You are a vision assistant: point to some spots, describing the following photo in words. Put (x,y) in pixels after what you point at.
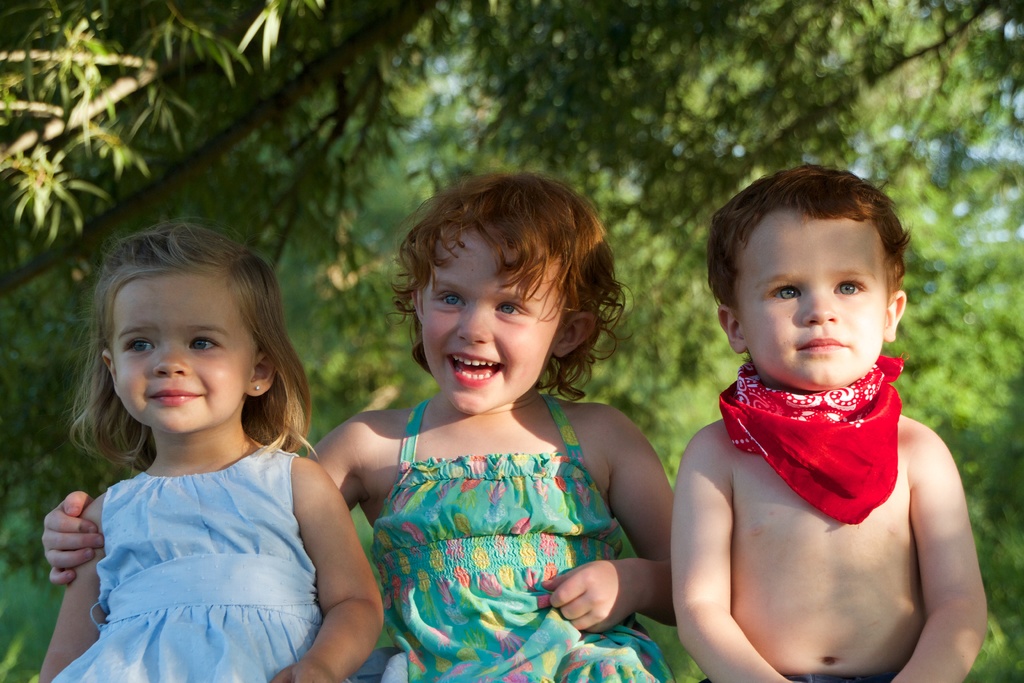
In this image there are three children (539,416). They are smiling. In the background (166,169) there are trees (688,150).
